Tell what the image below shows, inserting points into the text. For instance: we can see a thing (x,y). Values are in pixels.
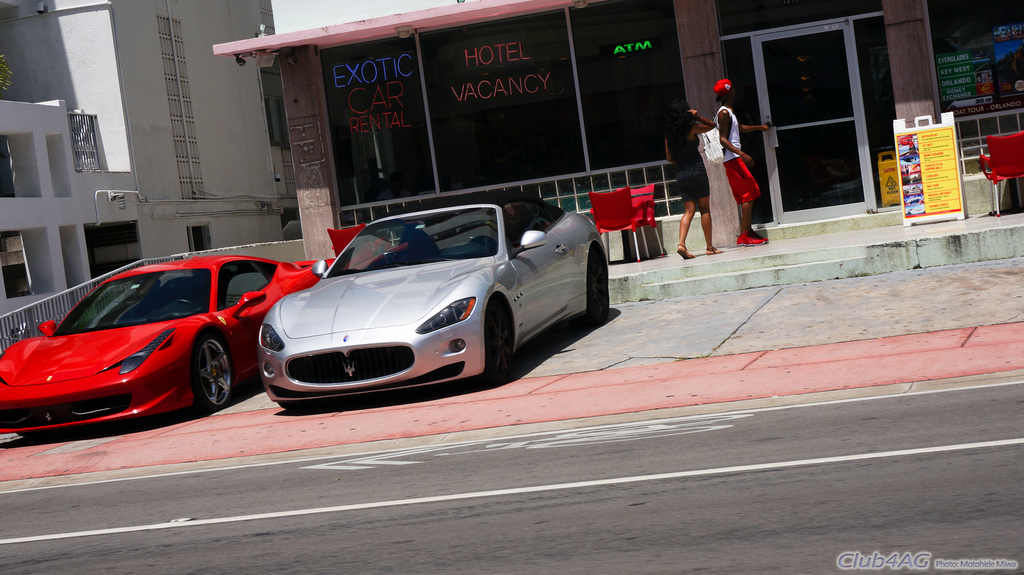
In this image we can see two cars (208,340), one is in red color and the other one is in grey color. Background of the image (680,79) buildings (618,79) are present. Bottom of the image (782,411) road (782,411) is there. In front of building (873,162) banners (927,175) and red color chairs (620,207) are present.
